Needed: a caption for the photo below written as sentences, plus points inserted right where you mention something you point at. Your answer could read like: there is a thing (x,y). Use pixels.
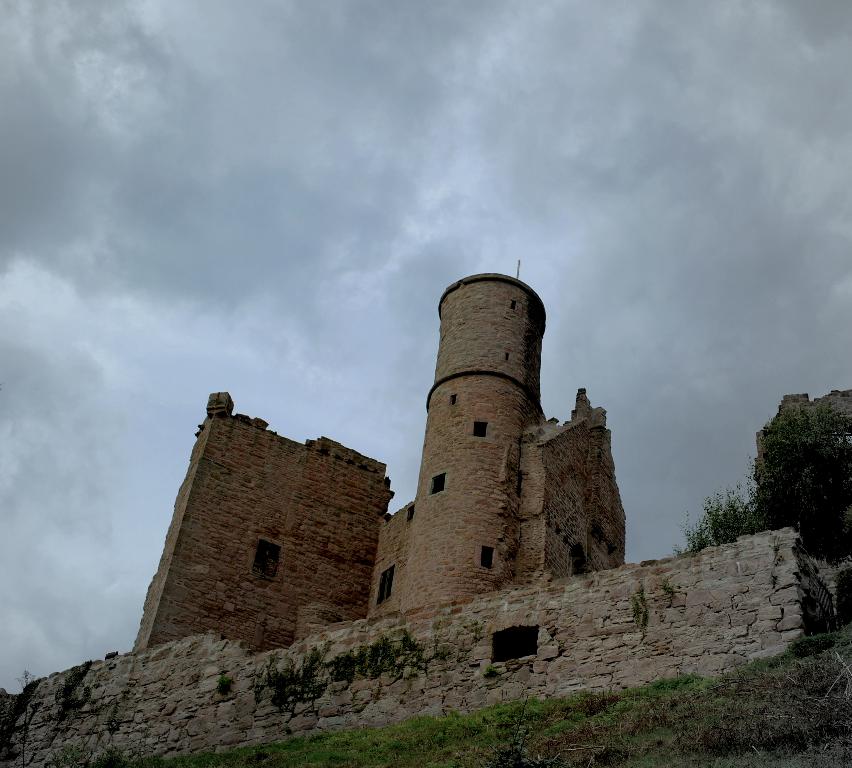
In the foreground of this image (490,749), on the bottom (534,741), there is grass (487,739). In the middle (443,471), there is a stone castle (366,565) and a tree (789,490). On the top (405,156), there is the cloud (303,185).
